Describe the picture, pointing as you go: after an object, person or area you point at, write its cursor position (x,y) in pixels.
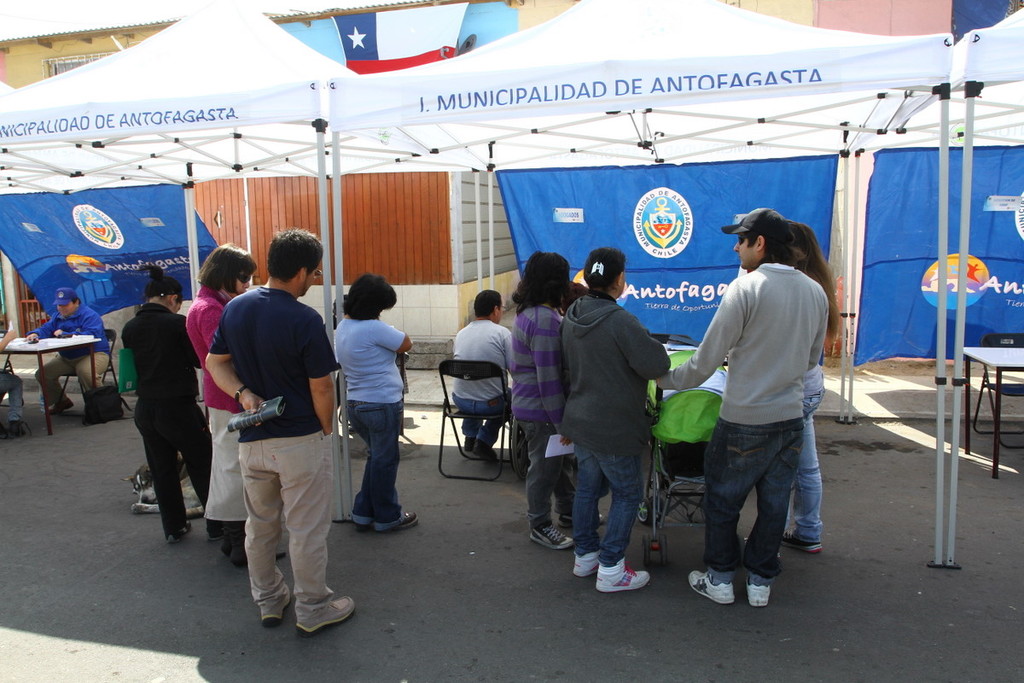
There are groups of people (297,385) standing and few people (103,359) sitting. This looks like a stroller (664,435). I think these are the canopy tents (344,112). These are the banner (648,220) hanging. This looks like a building (439,270). I can see the tables (39,355). This is a bag (89,389), which is placed on the floor (109,475). I can see a dog (145,503) sitting.
